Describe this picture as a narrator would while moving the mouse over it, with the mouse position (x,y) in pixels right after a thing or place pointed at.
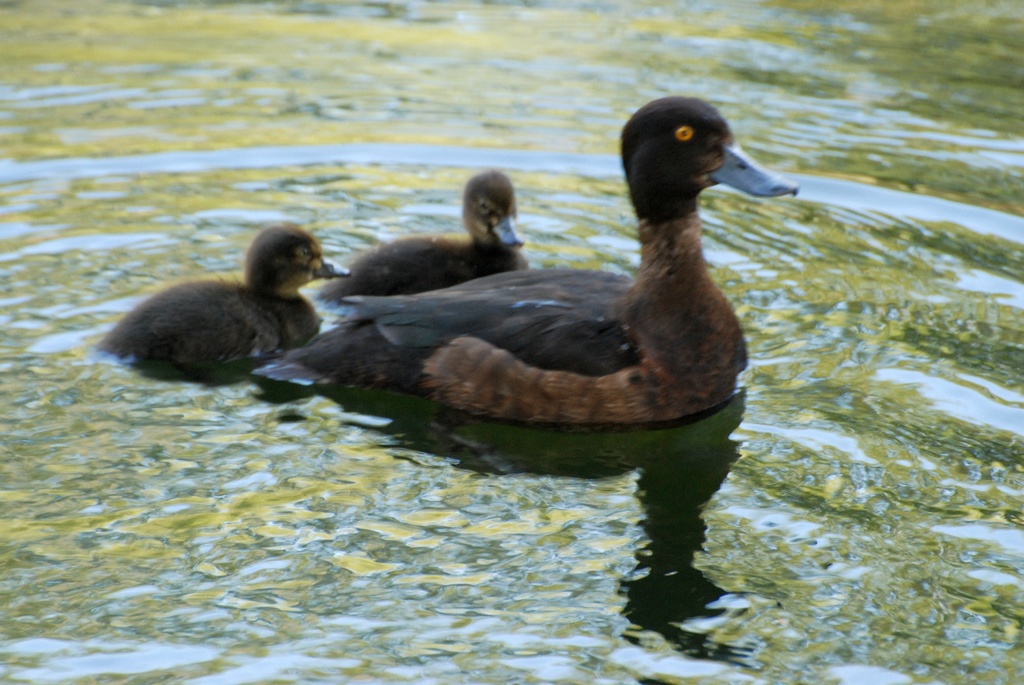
In this image there are a few ducks (590,343) on the water (583,593).
